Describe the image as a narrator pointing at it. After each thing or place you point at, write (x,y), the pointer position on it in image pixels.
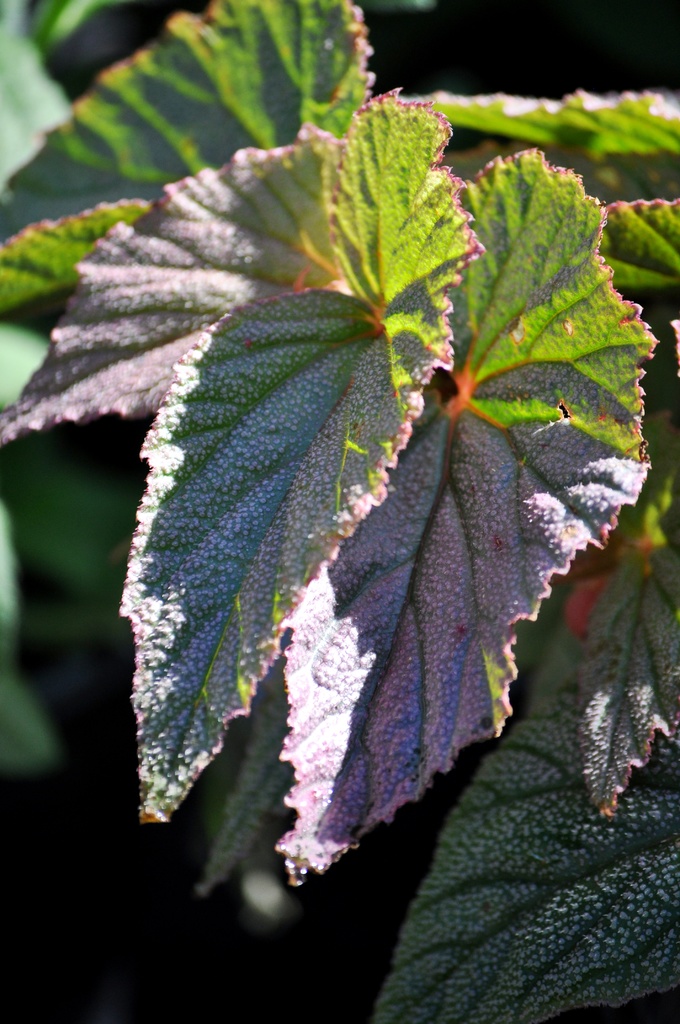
This picture consists of leaves (475,511) in the image.
